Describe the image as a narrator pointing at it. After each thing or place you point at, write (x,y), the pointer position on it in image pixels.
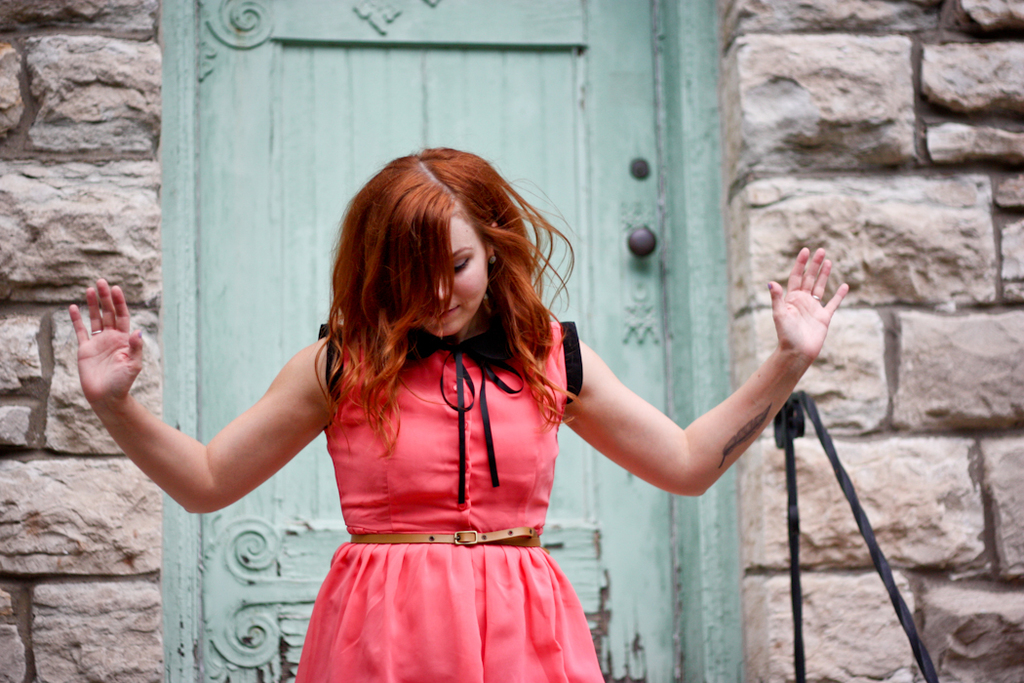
In this image there is a lady (361,325) standing in front of the door (297,344), a stone wall (749,466) and a black color pole (793,477).
